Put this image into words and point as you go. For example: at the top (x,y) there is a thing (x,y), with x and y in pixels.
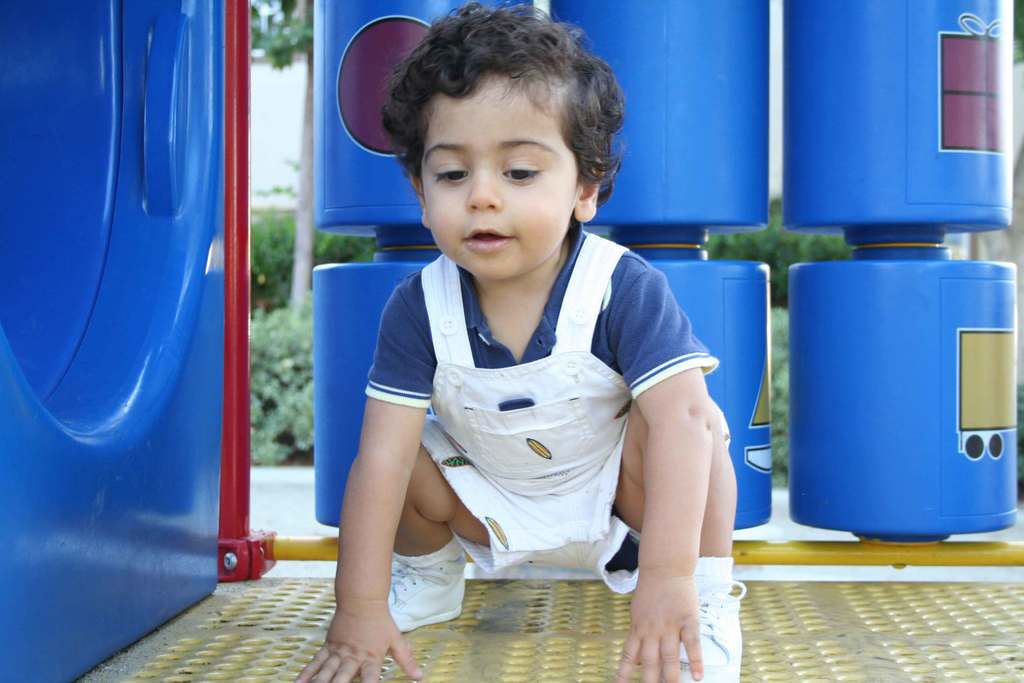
In the background (265,35) we can see the plants (360,245), blue objects (316,156). We can see the yellow and red poles (922,544). In this picture we can see a kid (698,618) in a squat position on a platform (504,655).
